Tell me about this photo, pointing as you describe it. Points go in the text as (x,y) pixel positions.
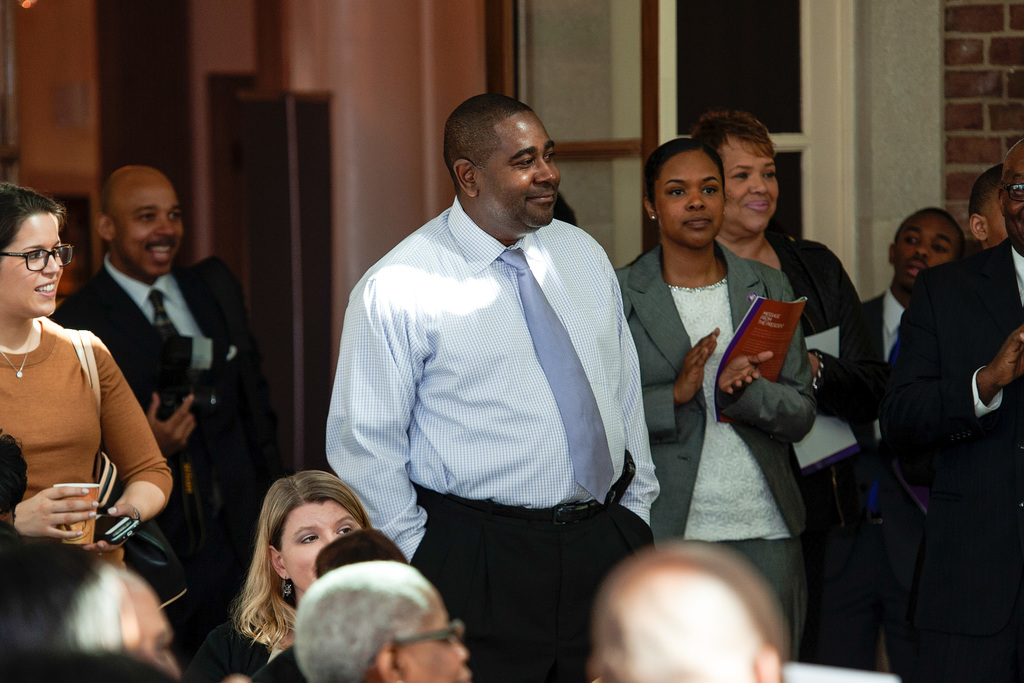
This picture describes about group of people (548,422), few are sitting and few are standing, on the left side of the image (118,398) we can see a woman (44,321), she wore spectacles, she is holding a glass (70,501) and mobiles (125,538).
